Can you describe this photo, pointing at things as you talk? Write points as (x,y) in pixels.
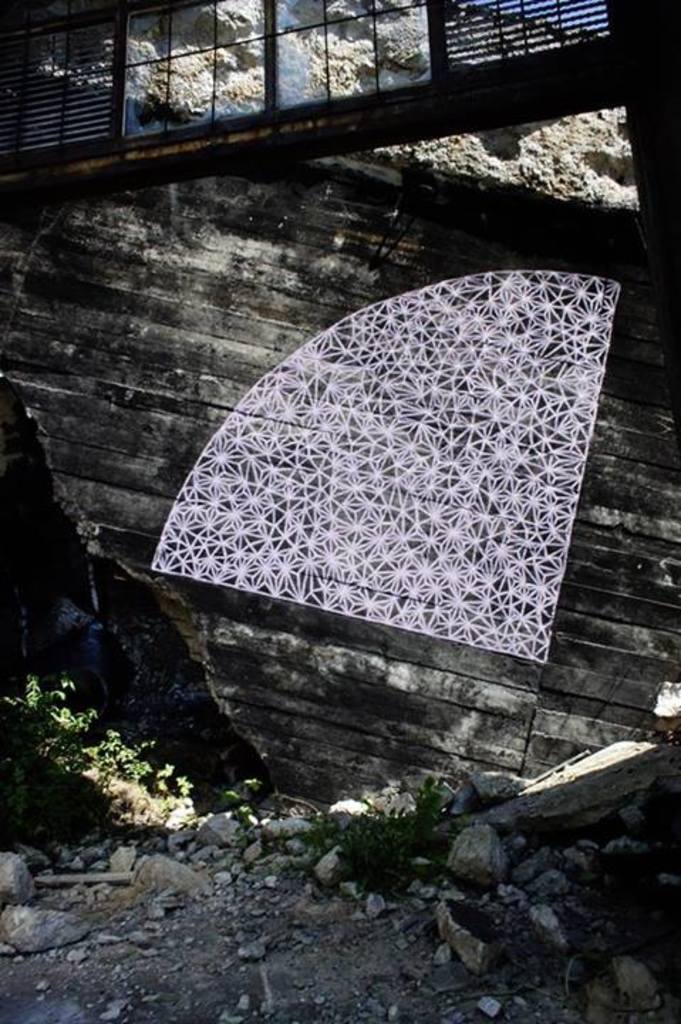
In this image we can see there are plants (134,764), rocks (282,831) and a wooden wall (264,381). There are objects (270,104).
